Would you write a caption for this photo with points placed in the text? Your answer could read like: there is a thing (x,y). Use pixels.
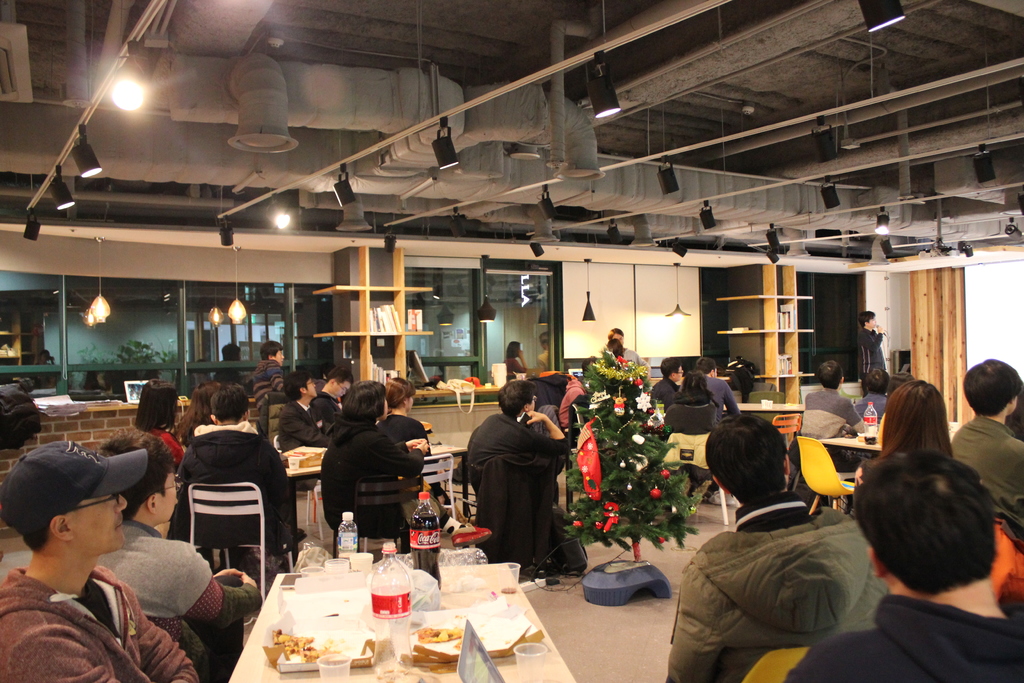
In the image we can see there are people (183,490) who are sitting on chair (242,503) and there is a christmas tree (639,491) in between and on table (259,626) there are food items (425,638) in a plate (451,642) and there are cold drink bottles (404,570).
